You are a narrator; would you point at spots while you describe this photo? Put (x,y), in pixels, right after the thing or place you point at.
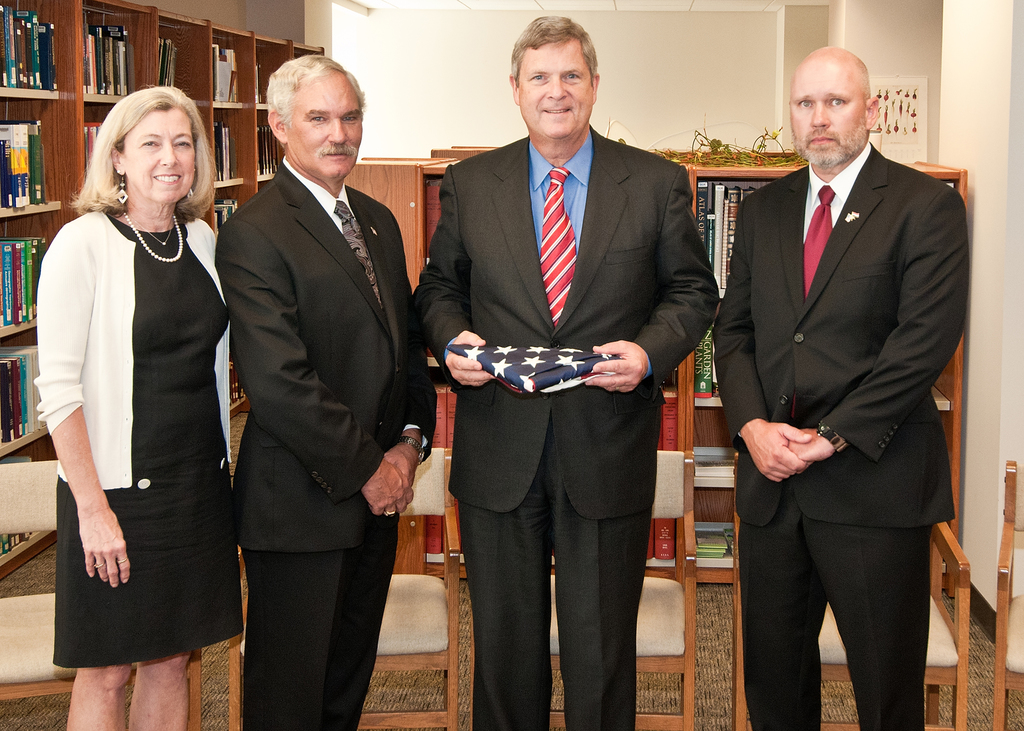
There are four person (601,272) standing. One person (587,340) is holding something in the hand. In the back (142,72) there is a cupboard (192,85) with books (700,220). In the background (724,31) there is a wall (664,31). Also there are chairs (31,666).
